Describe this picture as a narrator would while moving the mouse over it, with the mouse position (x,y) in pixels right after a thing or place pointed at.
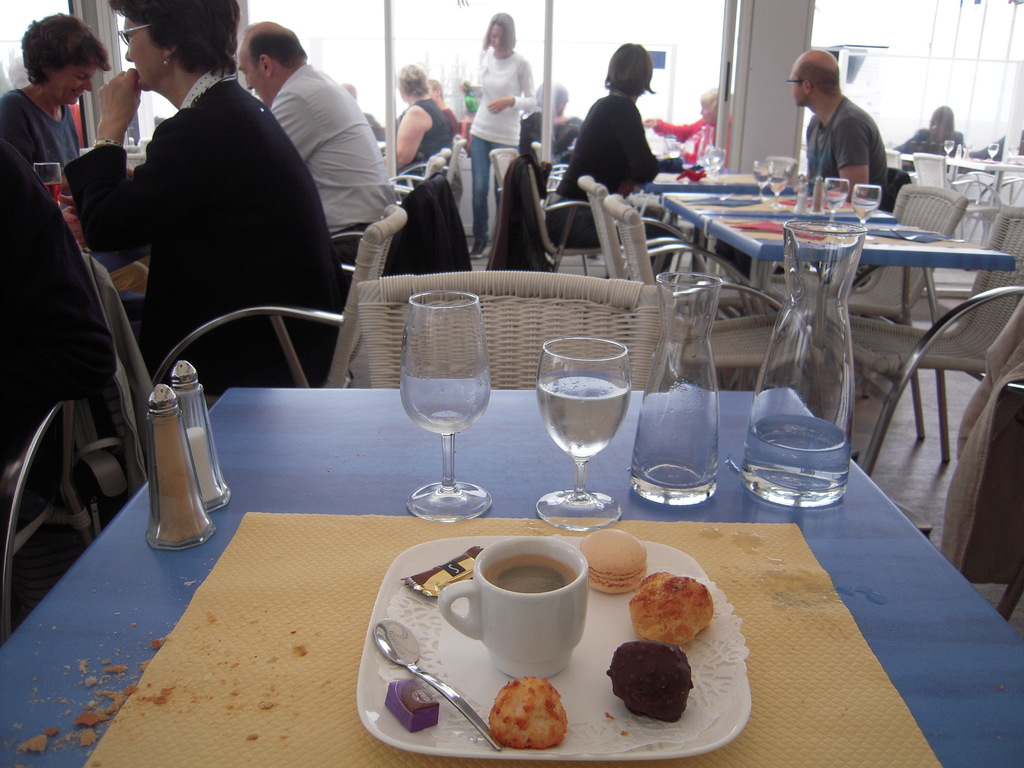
In this image we can see a table (550,486) on which few things (547,662) placed like glasses (580,377), bottle (680,390), plate (673,556), cup (522,611), spoon (404,636) and biscuits (612,547). In the background (218,143) there are few people (816,120) sitting around the table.
